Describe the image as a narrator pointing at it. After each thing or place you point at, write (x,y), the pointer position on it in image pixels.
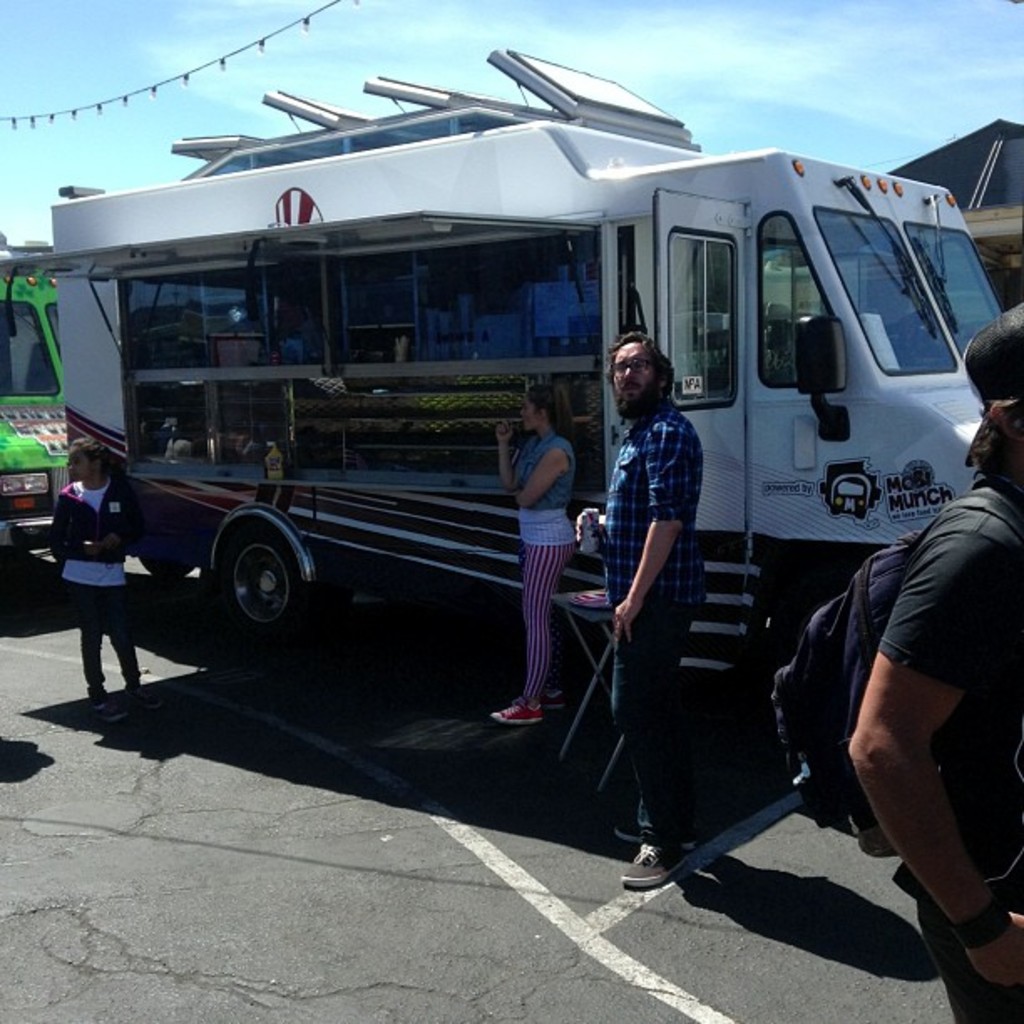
In this image there is a food truck (378,419) in the middle (412,480). Beside the food truck (407,463) there are few people (559,495) standing on the road (506,881). At the top (785,75) there is sky (801,64).
